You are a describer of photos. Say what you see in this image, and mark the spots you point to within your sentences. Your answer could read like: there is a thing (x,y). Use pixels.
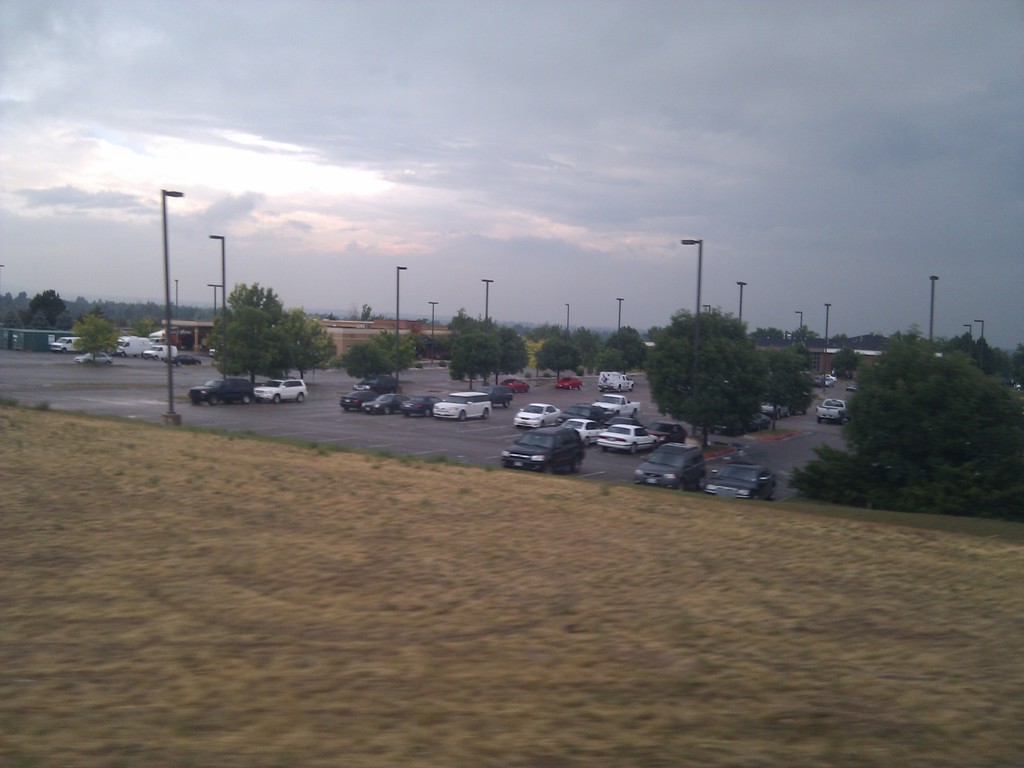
In the image we can see there are many vehicles (552,434) on the road (429,435), this is a road (781,440), grass (291,438), pole (213,235), trees (264,302) and a cloudy sky (408,136).
